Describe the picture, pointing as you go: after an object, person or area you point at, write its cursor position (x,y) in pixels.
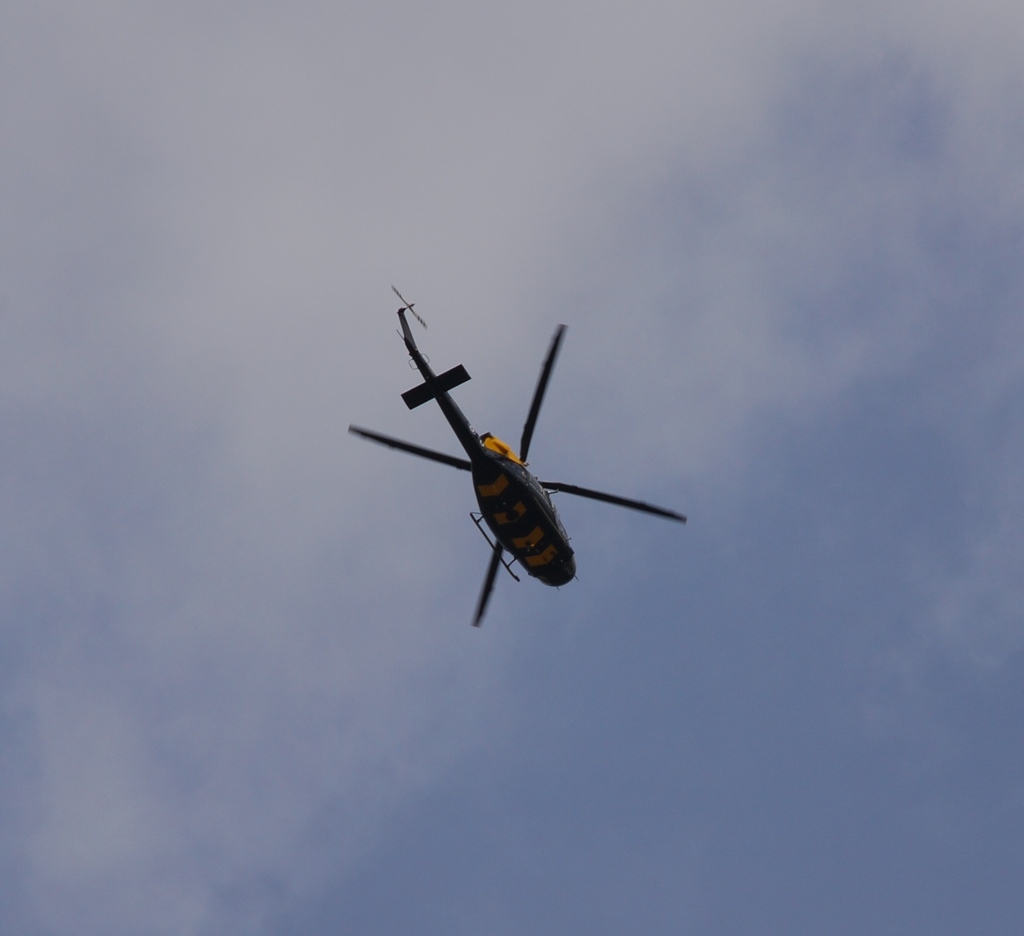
In this image there is a helicopter (500,483) is flying in the air (719,639). In the background (692,606), I can see the sky (286,298) and clouds (241,287).
